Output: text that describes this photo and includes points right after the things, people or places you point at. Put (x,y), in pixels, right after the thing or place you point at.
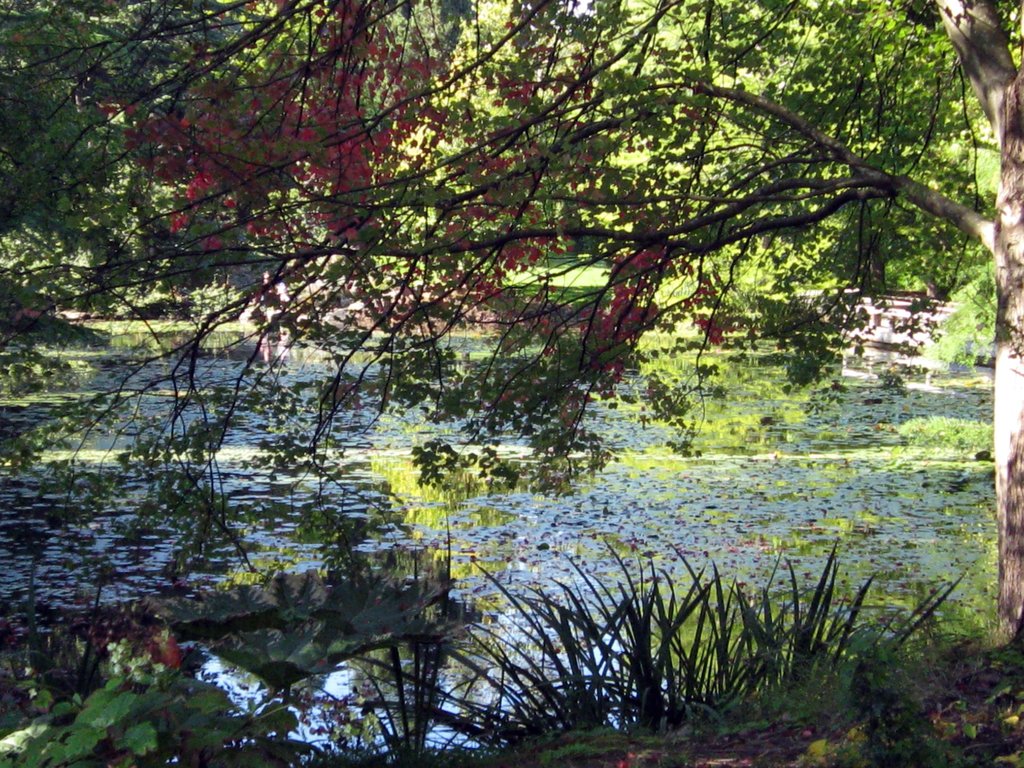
In this picture in the front (430,623) there are plants (682,681) and there is a tree (1012,293). In the center (501,460) there is water (678,469) in the background (470,83) there are trees (757,89).
